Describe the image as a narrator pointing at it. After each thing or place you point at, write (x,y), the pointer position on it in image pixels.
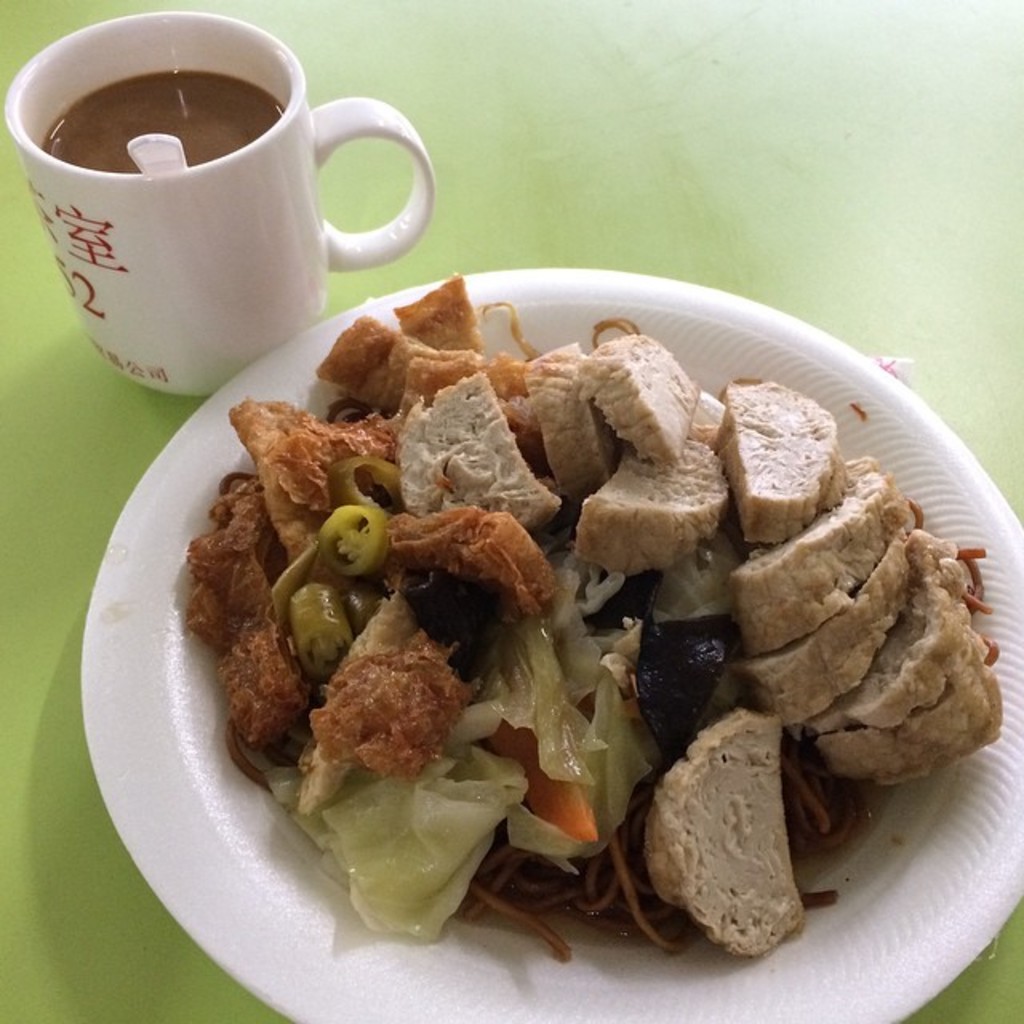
This image consists of food (711,629) kept on a plate (300,905). Beside that, there is a cup (223,215) of coffee (192,128). The plate (147,733) and cup (186,316) are kept on a table (79,791).
